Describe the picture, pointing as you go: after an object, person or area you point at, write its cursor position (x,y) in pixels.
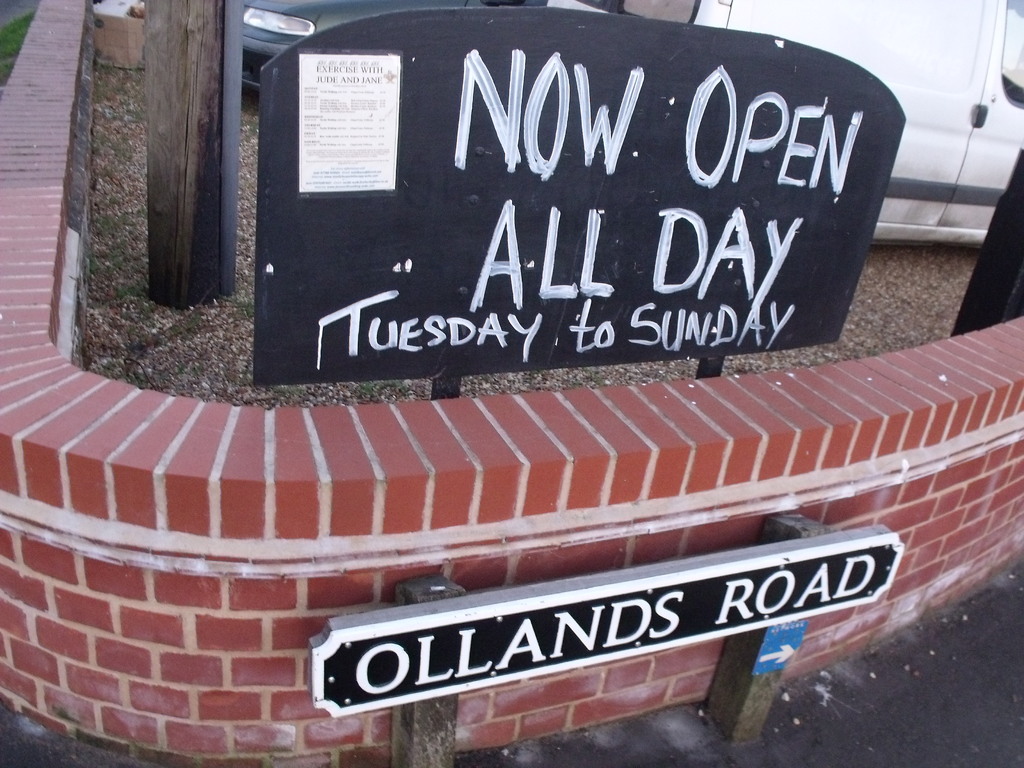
In this image we can see two vehicles (346,14) and there is a brick wall (304,514) around it and to the side we can see a board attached to the wall (986,488) with text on it. We can also see the grass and a black board (662,60) with text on it.
